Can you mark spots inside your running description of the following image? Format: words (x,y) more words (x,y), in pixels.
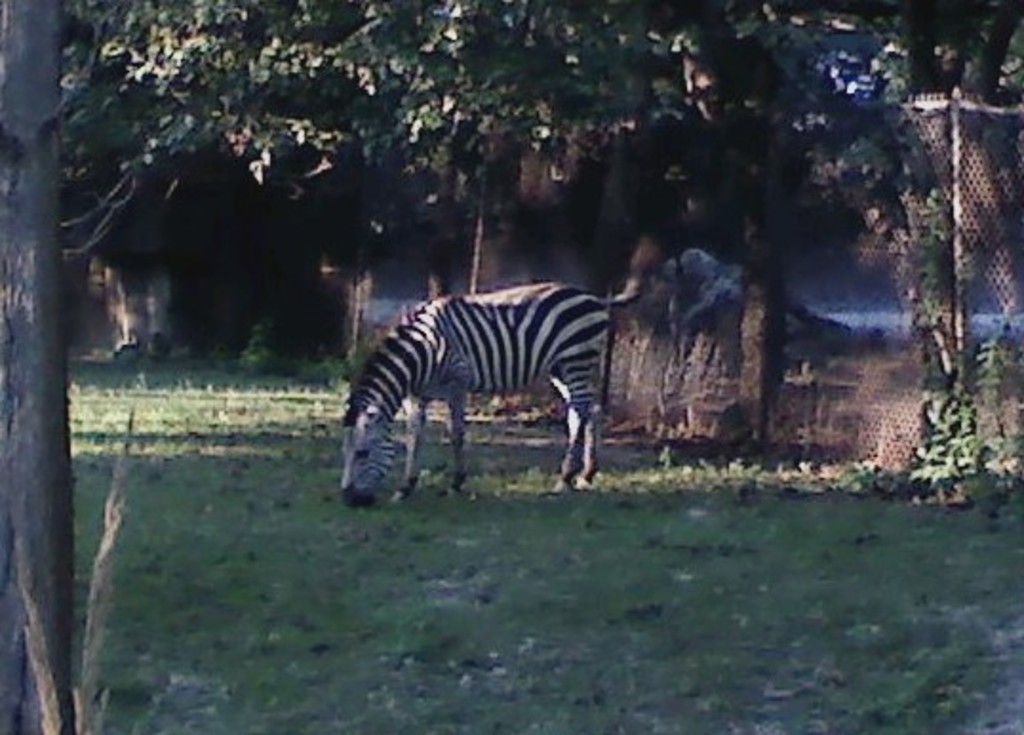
As we can see in the image there is grass (532,478), zebra (513,379), trees (268,50), wall (688,407) and fence (911,298).
